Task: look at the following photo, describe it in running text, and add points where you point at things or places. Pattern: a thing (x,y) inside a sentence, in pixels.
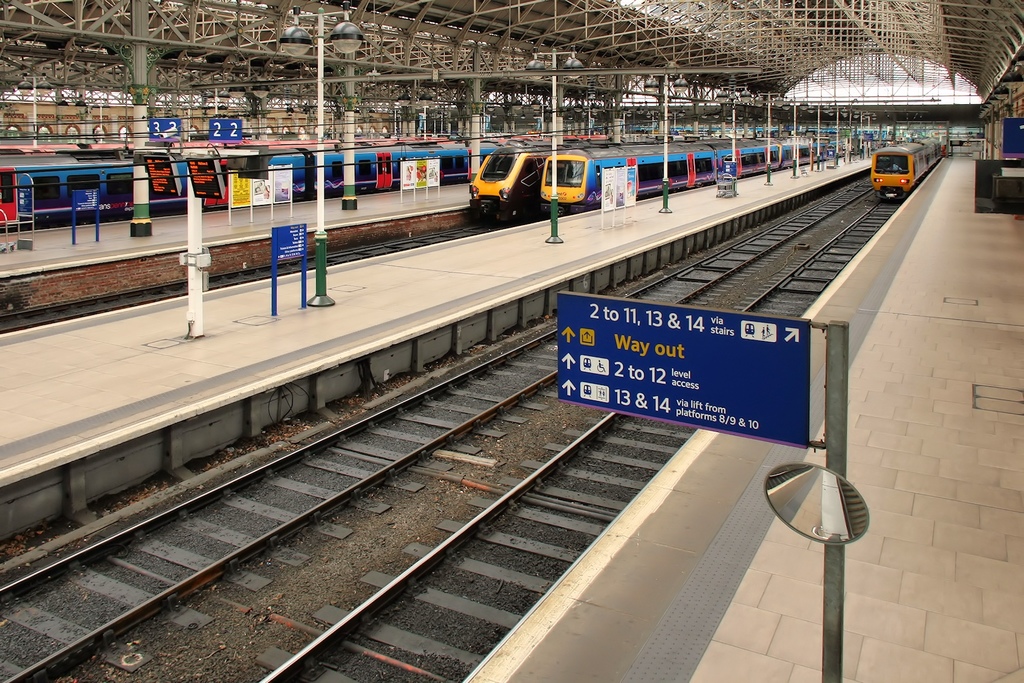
This is the picture of a railway station (861,232). In this image there are trains (46,222) on the railway tracks (531,373). There are poles (348,172) on the platforms (915,240) and there are boards (280,251) and lights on the poles (319,58). At the top (596,58) there is a roof (385,58). At the bottom (483,573) there are railway tracks (374,451).
